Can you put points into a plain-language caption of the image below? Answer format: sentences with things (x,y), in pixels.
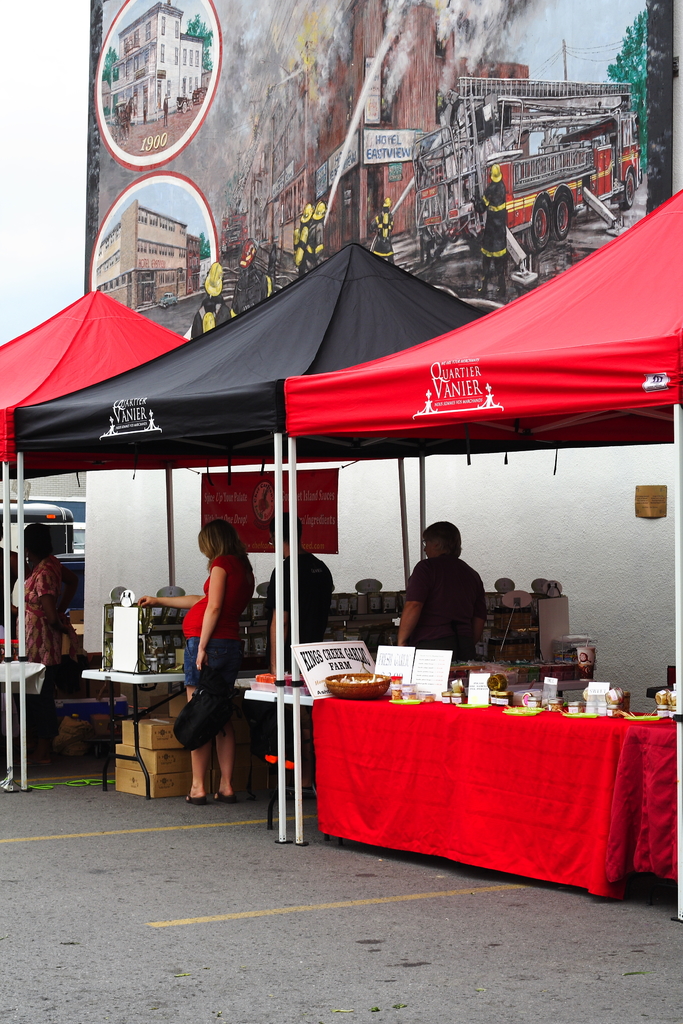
In this image, There is a road (308,959) gray color, There is a red color shed (553,378) and there are some objects (496,698) placed on the red color table (502,743), In the background (631,563) there is a wall (540,519) of white color on that there is a poster (324,166) of brown color and there are some people (315,582) standing in the shade (333,363) of black color.
